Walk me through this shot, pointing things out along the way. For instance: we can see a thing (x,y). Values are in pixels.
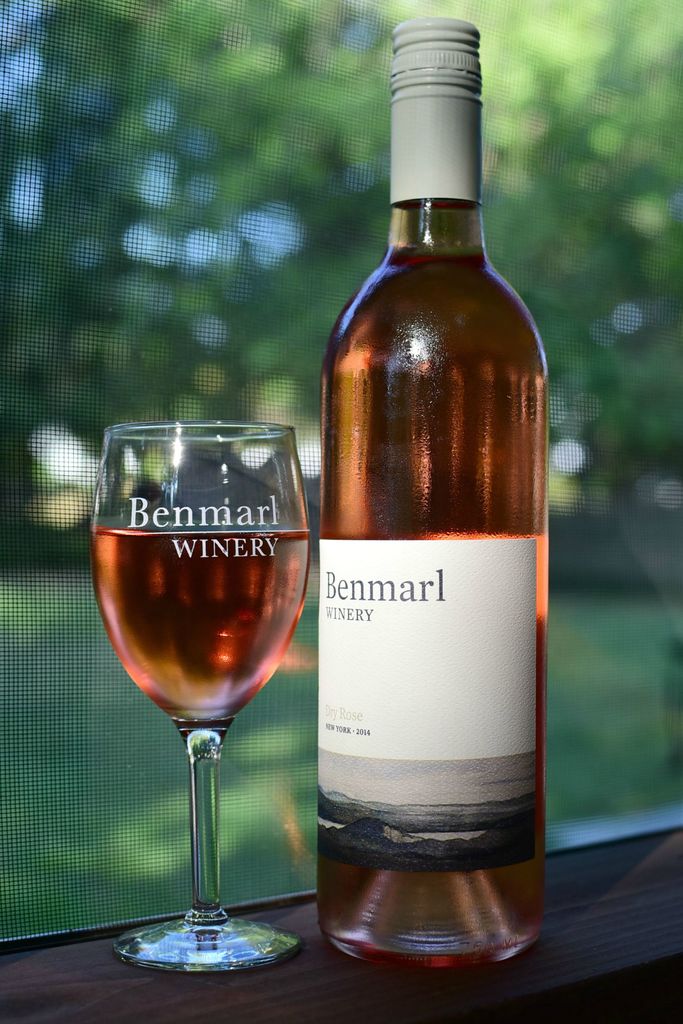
In this picture we can see bottle (481,152) with sticker (385,648) to it and aside to this we have glass (225,625) with drink (202,589) in it and this are placed on a table (365,985) and in background (235,205) we can see tree (118,381), grass (86,645).
